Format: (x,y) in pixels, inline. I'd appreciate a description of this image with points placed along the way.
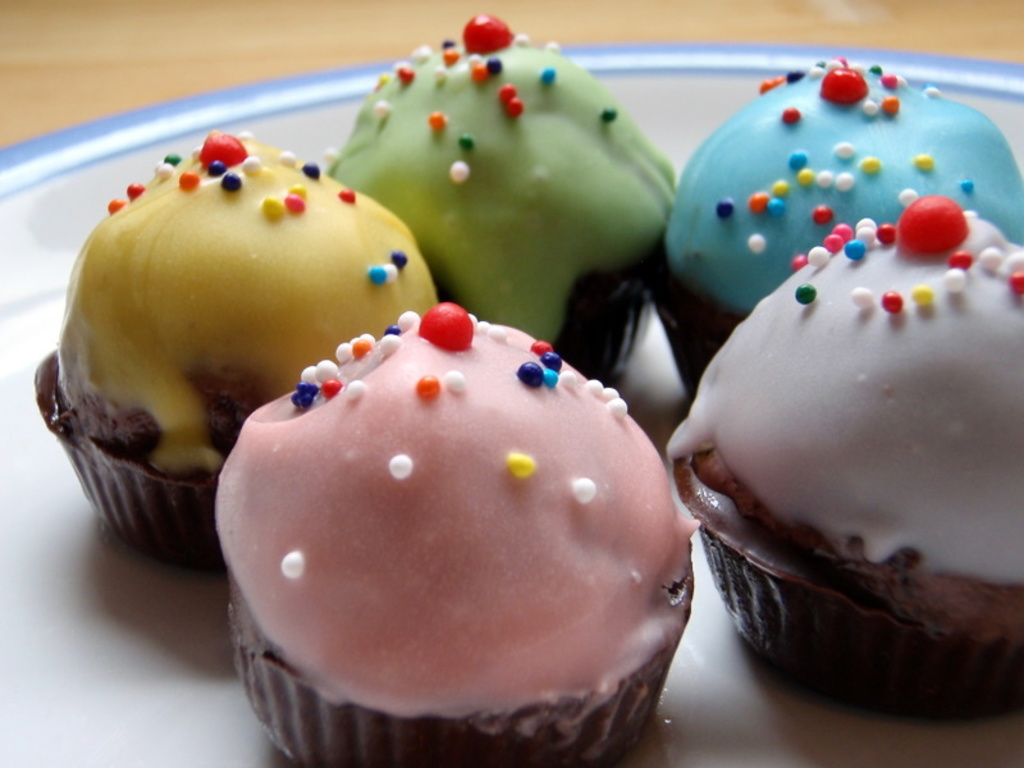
In this image there is a table (253,38) and we can see cupcakes (421,392) and a plate (113,543) placed on the table (216,78).
